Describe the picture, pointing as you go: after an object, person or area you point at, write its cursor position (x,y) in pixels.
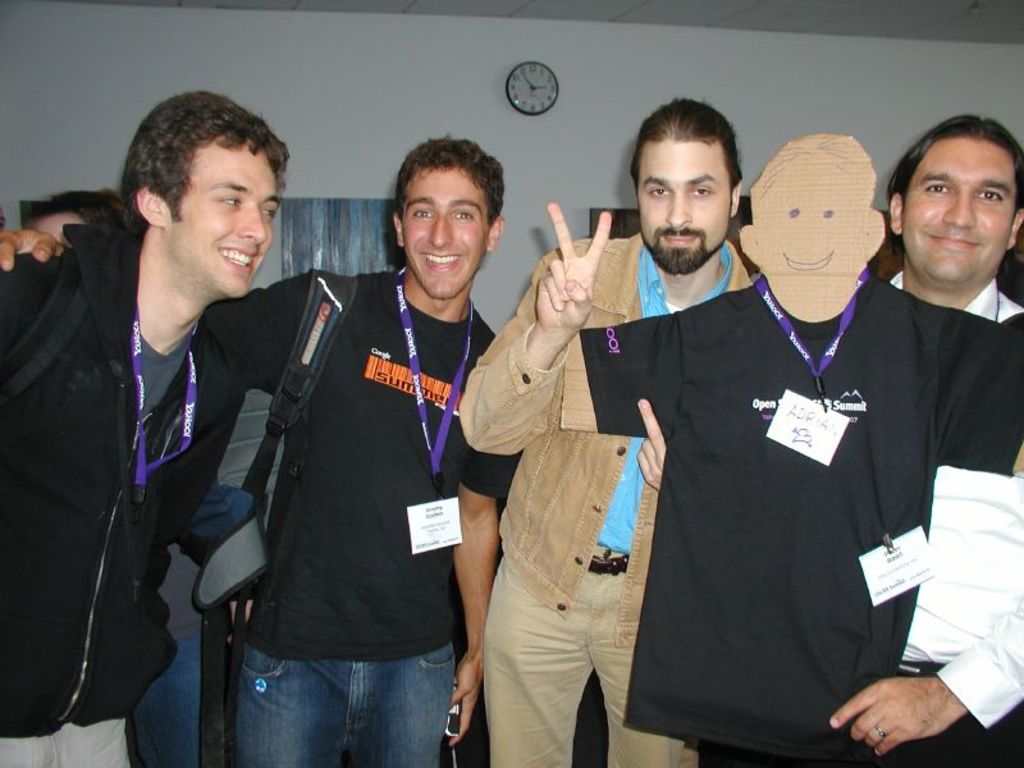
There are four men (423,441) standing and smiling. This is a cutout (812,313) of the man (815,235) with a badge (792,447) and T-shirt (679,528). I can see a wall clock (528,102), which is attached to the wall (583,97). I think this is a frame (368,214).
